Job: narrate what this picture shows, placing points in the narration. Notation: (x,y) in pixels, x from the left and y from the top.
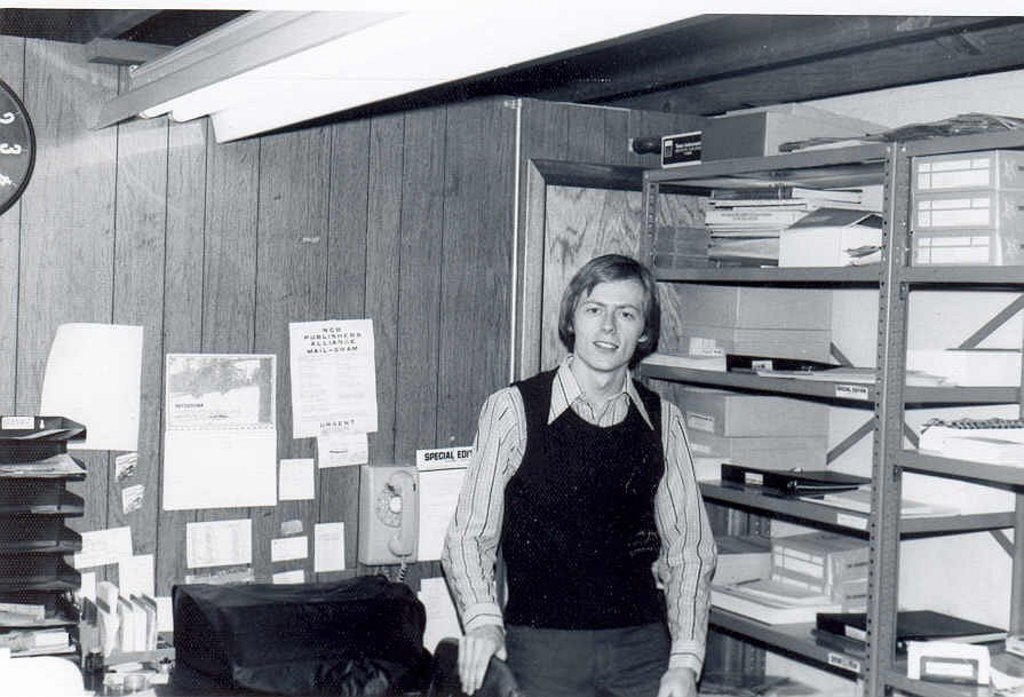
In this picture we can see person (596,477) standing and holding chair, beside we can see some books (722,596) in the shelf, behind there is a wall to it some papers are sticked.
